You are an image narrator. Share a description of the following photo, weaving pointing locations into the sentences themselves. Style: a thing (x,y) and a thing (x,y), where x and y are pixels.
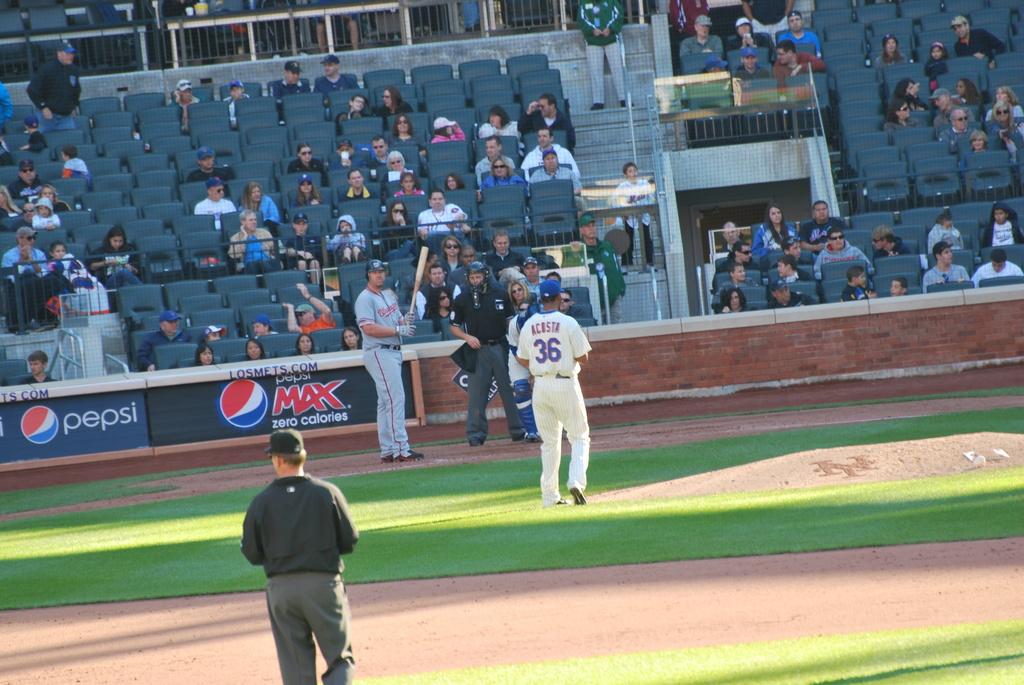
In this image I see few people (546,412) on the ground (205,664) and I see that these 3 are wearing jerseys (527,354) and this man (493,314) is wearing black color t-shirt (466,322) and grey color pant (509,410) and this person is also wearing black color t-shirt (278,541) and grey color pants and I see the green grass (661,558). In the background (964,268) I see number of people (898,123) who are sitting on chairs (428,95) and I see few of them are standing.
